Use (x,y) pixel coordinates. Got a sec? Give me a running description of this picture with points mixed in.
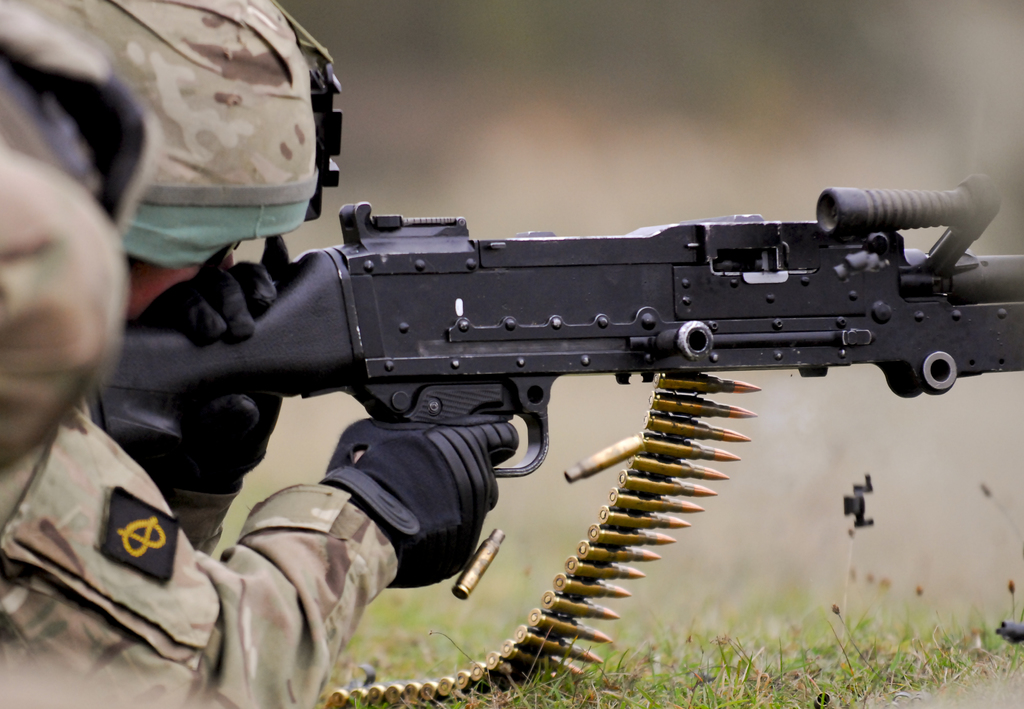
In the image there is a man (239,672) in camouflage dress (147,695) laying on grassland (689,579) holding a gun (626,344) with bullets (720,407) in it.
